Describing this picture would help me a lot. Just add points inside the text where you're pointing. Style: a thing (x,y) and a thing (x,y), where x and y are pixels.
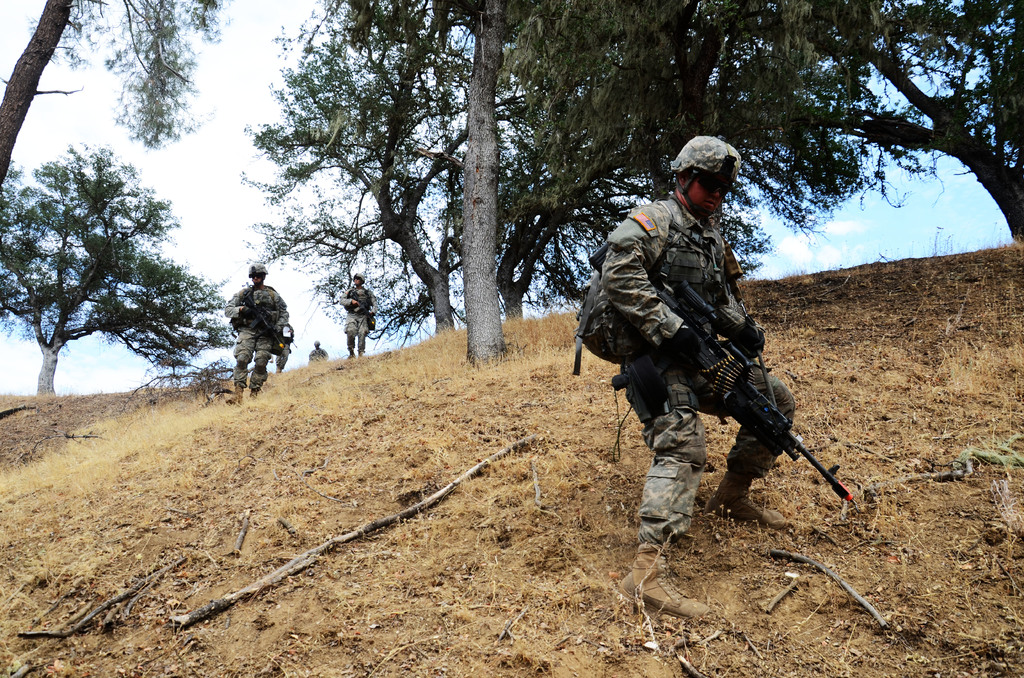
These are trees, sky (226,206), person (269,309) carrying gun (704,341) wearing helmet (701,161), this is ground (486,568).
